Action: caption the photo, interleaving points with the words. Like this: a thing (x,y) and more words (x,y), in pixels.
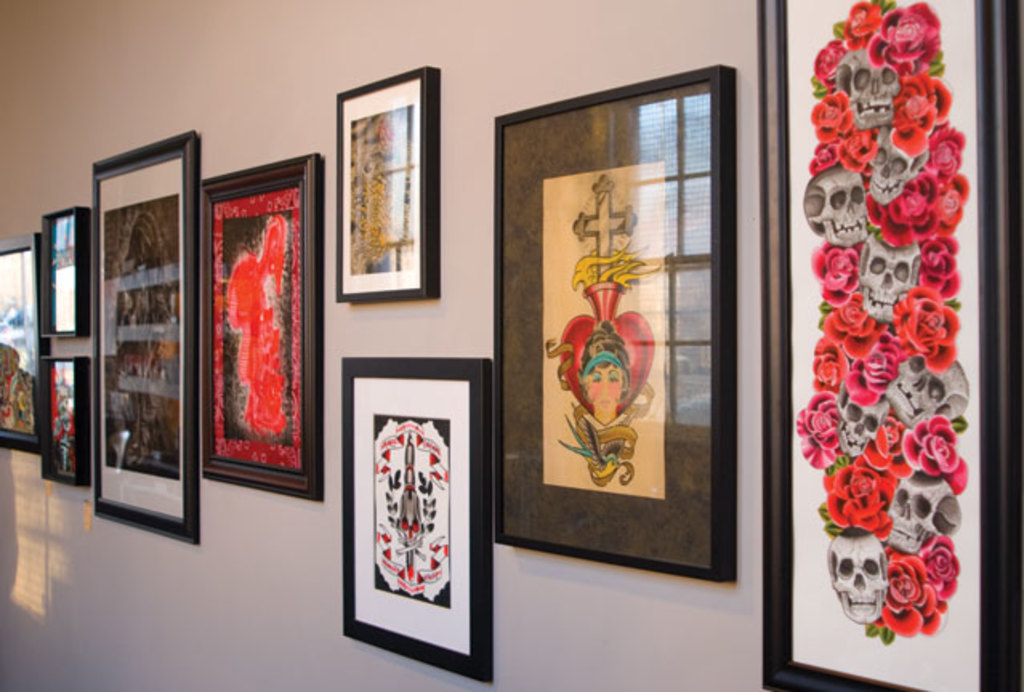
The picture consists of frames (629,199) attached to a wall (291,610).
